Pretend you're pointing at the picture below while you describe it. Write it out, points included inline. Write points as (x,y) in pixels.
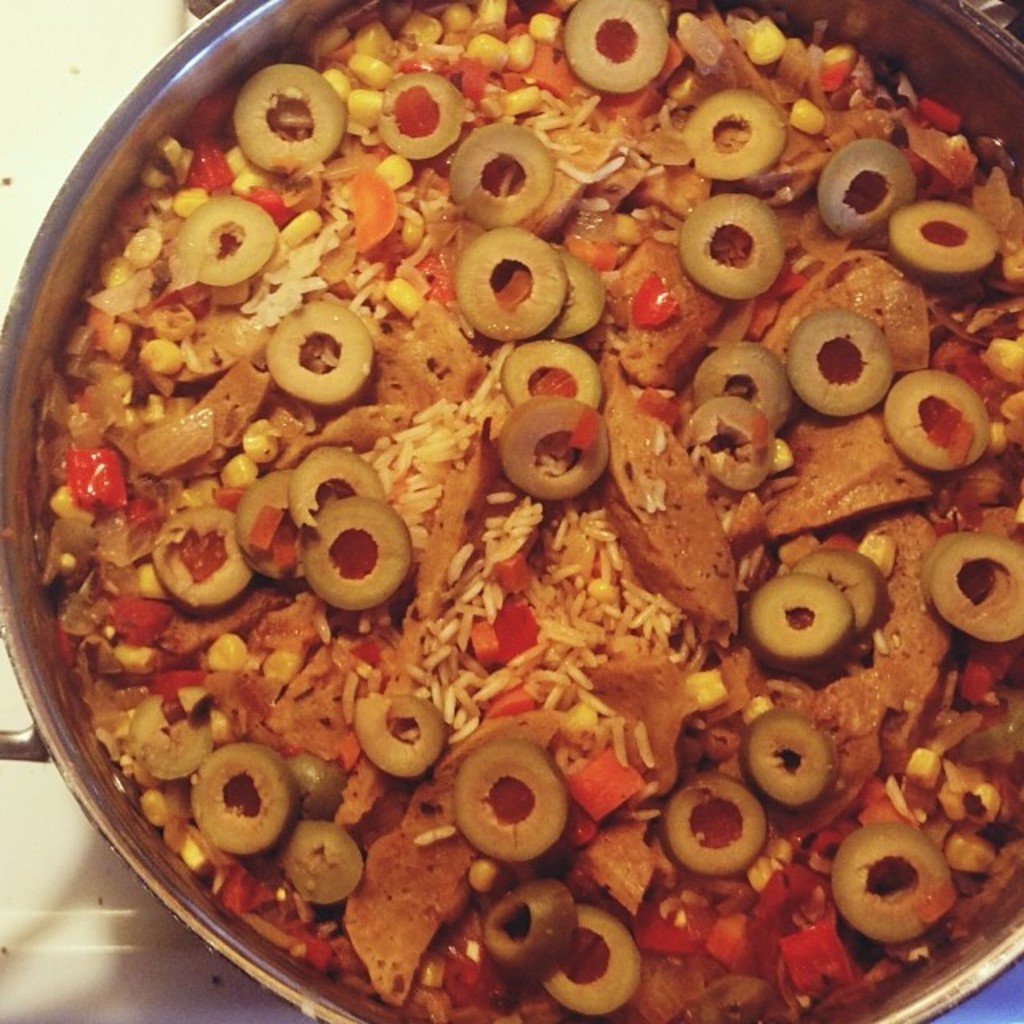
In the image we can see the container (116,799). In the container (137,152) we can see the food items (532,586).
